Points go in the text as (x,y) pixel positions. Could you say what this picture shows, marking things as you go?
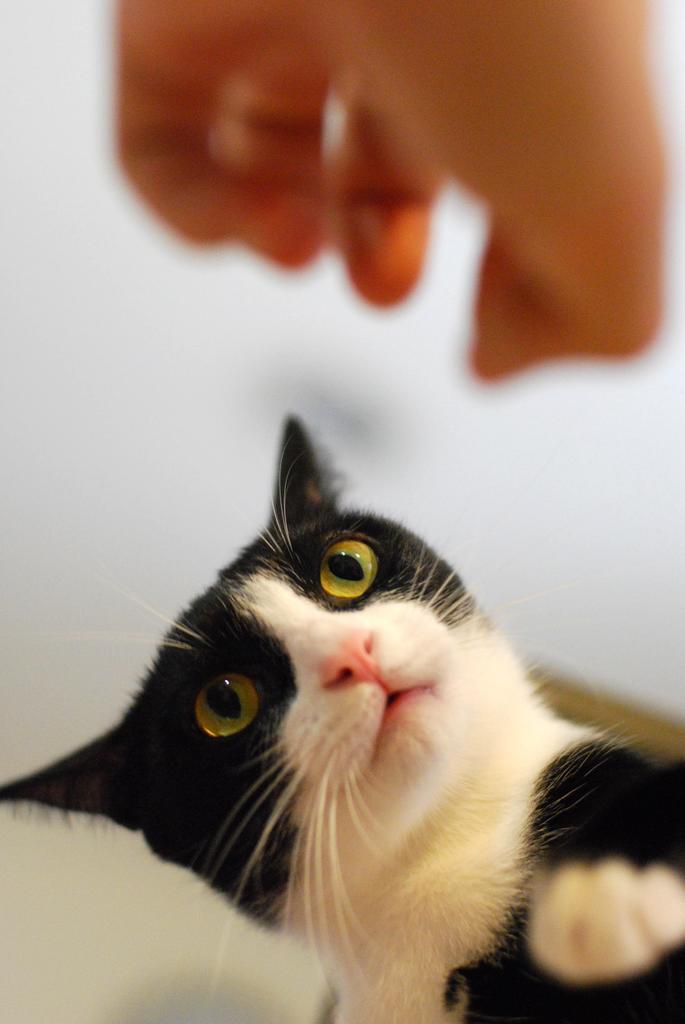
In this image, we can see a cat (575,916) and the hand (538,314) of a person (435,19). We can also see the blurred background (537,506).
